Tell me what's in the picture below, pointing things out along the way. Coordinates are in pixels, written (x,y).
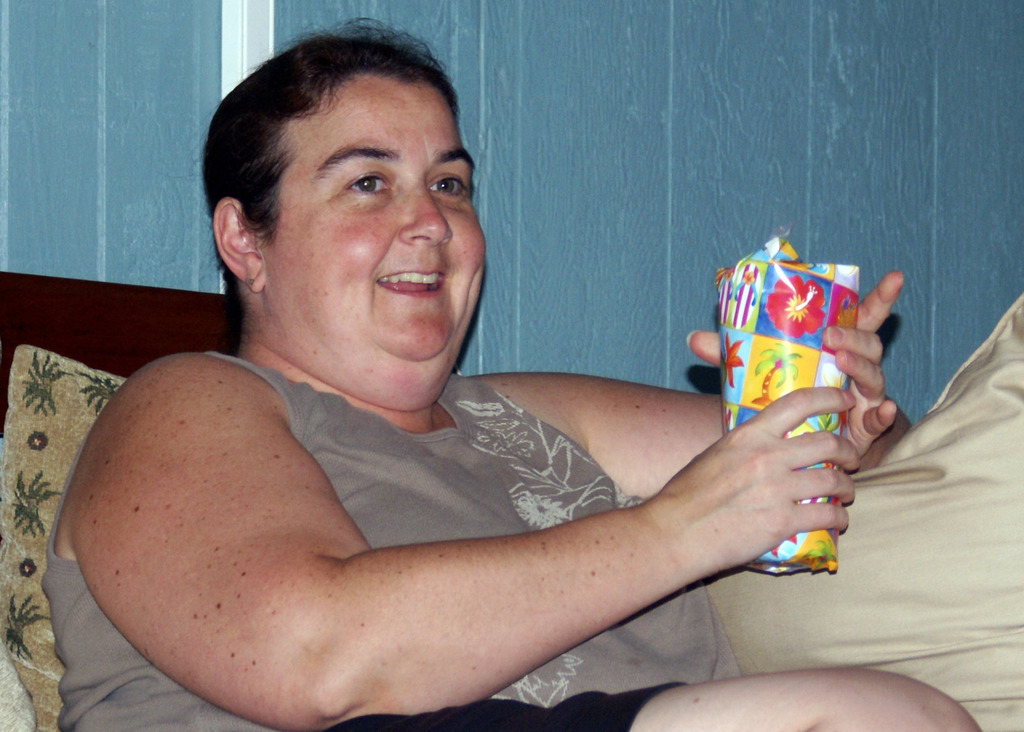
In this picture we can see a woman (278,587) holding a object (792,261) with her hands (856,403) and smiling and in the background (219,275) we can see wall (641,179).
